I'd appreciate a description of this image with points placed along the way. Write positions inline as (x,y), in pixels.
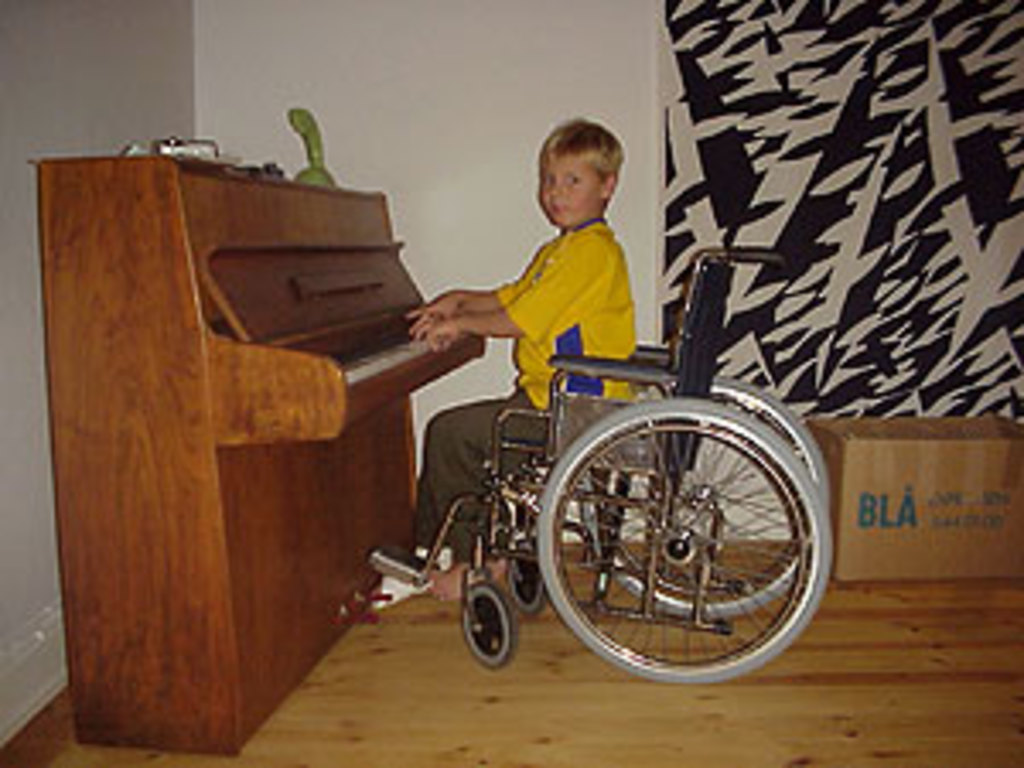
In this picture there is a boy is sitting on wheelchair (789,413) and playing a piano (130,484). On top of piano (176,299) there are some toys (310,162). At the right side (737,220) there is a curtain (764,276) and a box (917,564) on the floor (950,631). The boy (566,163) is wearing a yellow shirt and pant (479,451).
